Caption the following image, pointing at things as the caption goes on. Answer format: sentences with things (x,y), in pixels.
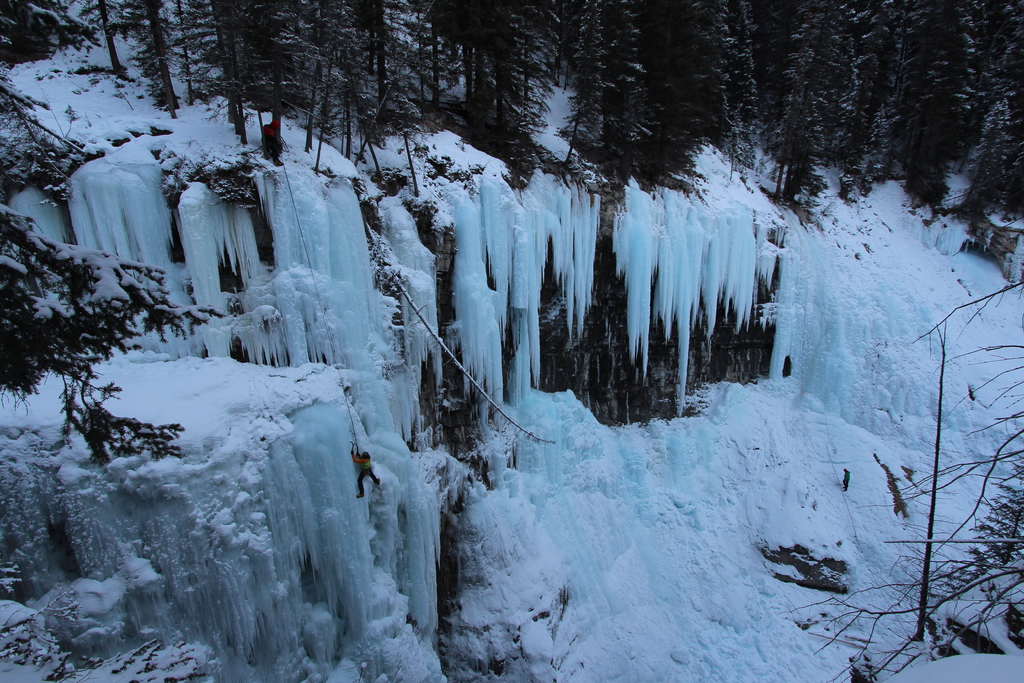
There is a snow (386,216) on the mountain (329,349) as we can see in the middle of this image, and there are some trees (572,118) at the top of this image (602,120).
